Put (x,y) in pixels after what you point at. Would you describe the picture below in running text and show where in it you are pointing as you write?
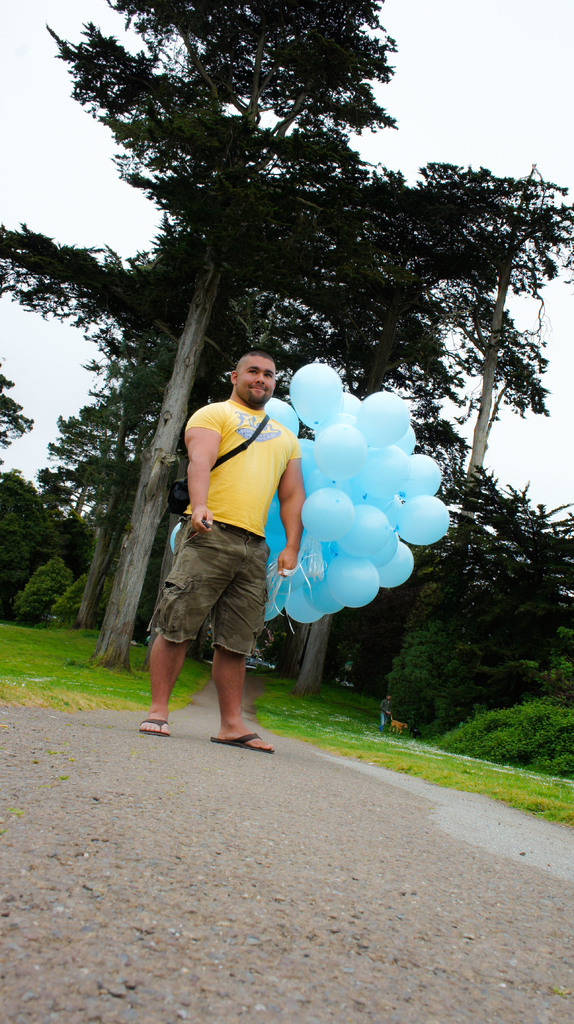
In this image we can see a person (243,596) standing on the ground (286,752) and holding balloons (318,466) in one of his hands (293,556). In the background (192,91) we can see grass (364,736), bushes (502,733), creepers (502,725), trees (444,570) and sky (62,149).
